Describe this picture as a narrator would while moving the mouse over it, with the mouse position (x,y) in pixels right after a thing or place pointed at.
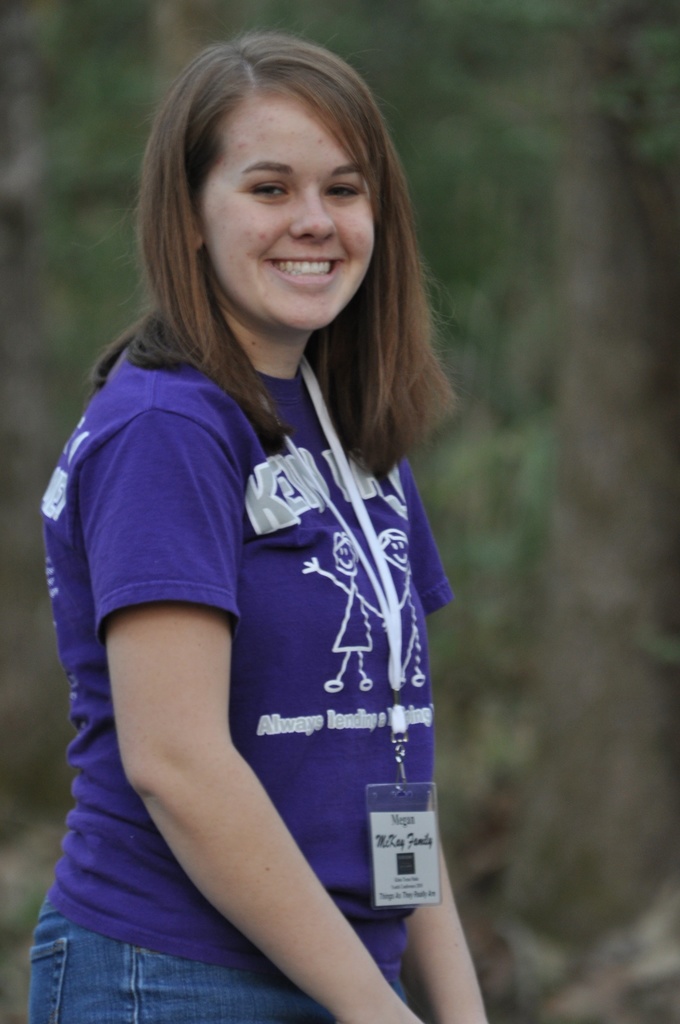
In the center of the image (344,600) we can see a lady (306,195) standing and smiling. In the background (531,267) there are trees (510,84).
